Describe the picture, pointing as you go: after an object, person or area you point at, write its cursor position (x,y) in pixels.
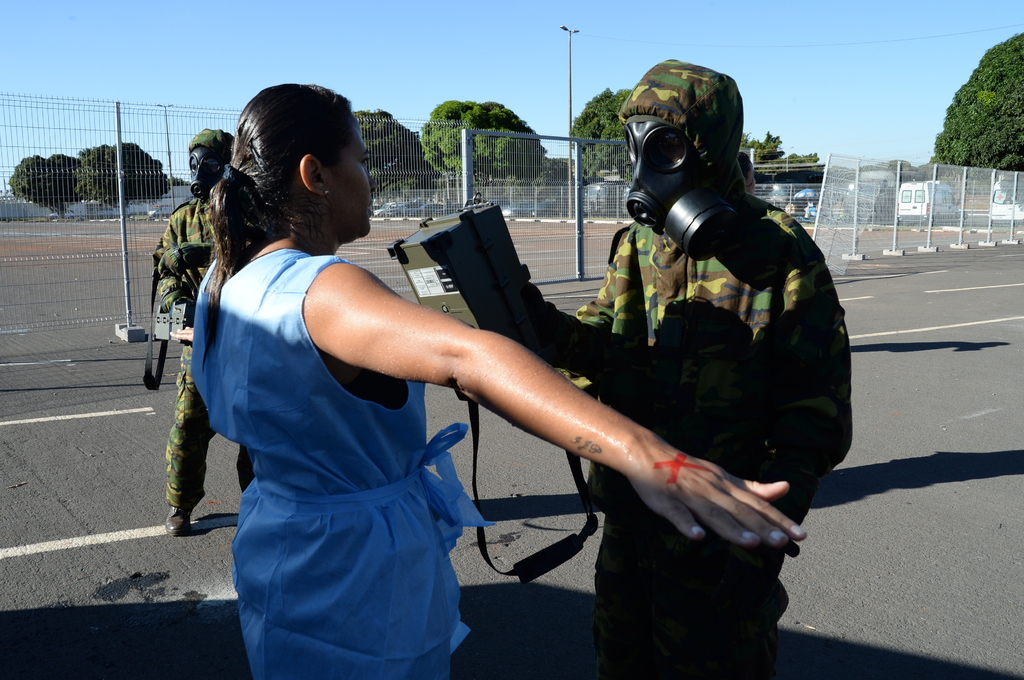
In this image we can see three persons (519,370) standing on the floor (523,554). One woman (323,427) is wearing a dress (362,517). Two persons (675,604) are wearing military uniform (746,341) and masks (704,170). One person (636,303) is holding an instrument (505,283) in his hand (531,320). In the background (78,247), we can see a fence (489,186), a group of cars (388,206), trees (84,167), poles (570,97) and the sky (403,72).
